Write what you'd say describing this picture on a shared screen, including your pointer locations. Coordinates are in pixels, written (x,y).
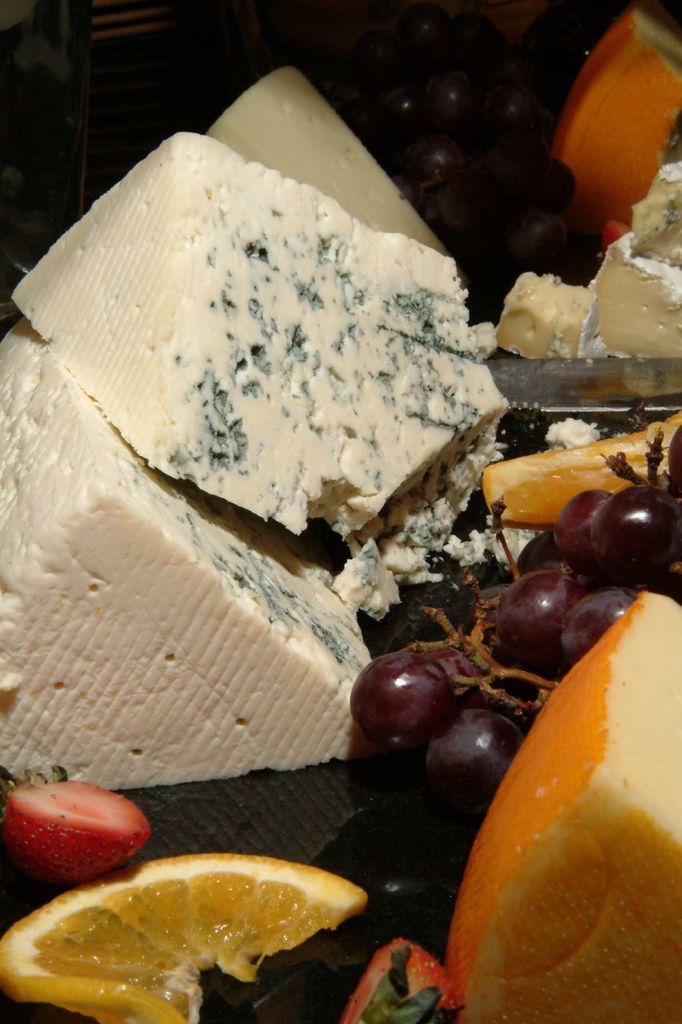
In this picture we can see food items (144,386) and in the background (220,89) it is dark.
